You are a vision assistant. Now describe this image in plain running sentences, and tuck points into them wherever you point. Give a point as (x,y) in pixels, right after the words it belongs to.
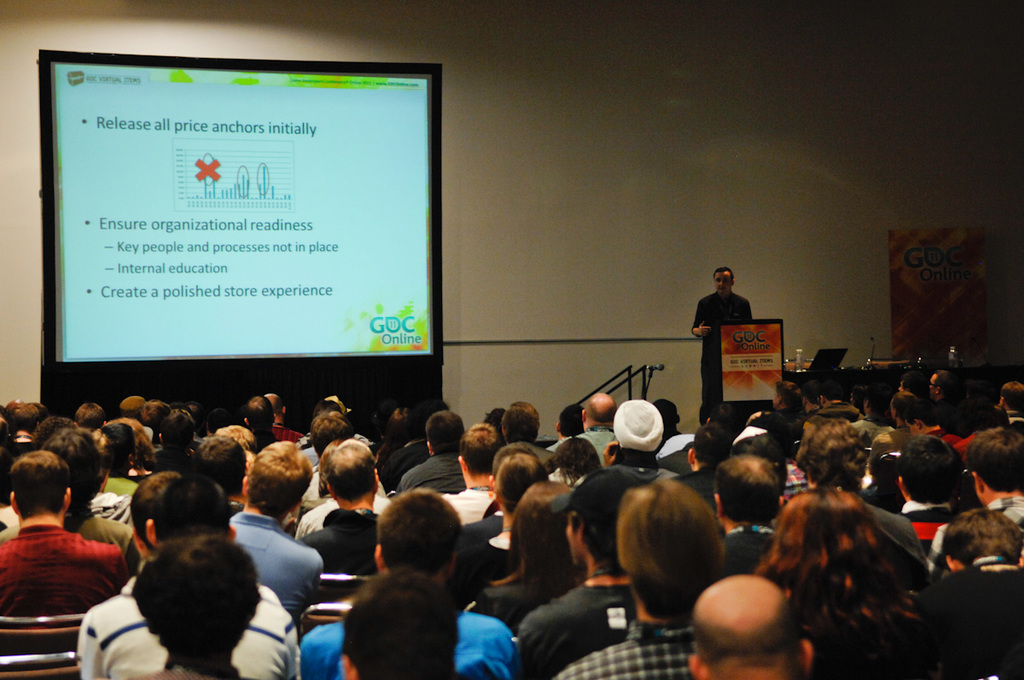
This image is taken from inside. In this image there are so many people (532,556) sitting on their chairs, in front of them there is a person (716,301) standing in front of the table (776,372) and there is a board (741,360) with some text (744,344) is attached to it, beside that there is a table (851,369) with a laptop (838,370) and a few other objects (950,366) on it. In the background (334,278) there is a screen (303,205) with some text (242,232) and a banner (914,289) is hanging on the wall (860,271).
